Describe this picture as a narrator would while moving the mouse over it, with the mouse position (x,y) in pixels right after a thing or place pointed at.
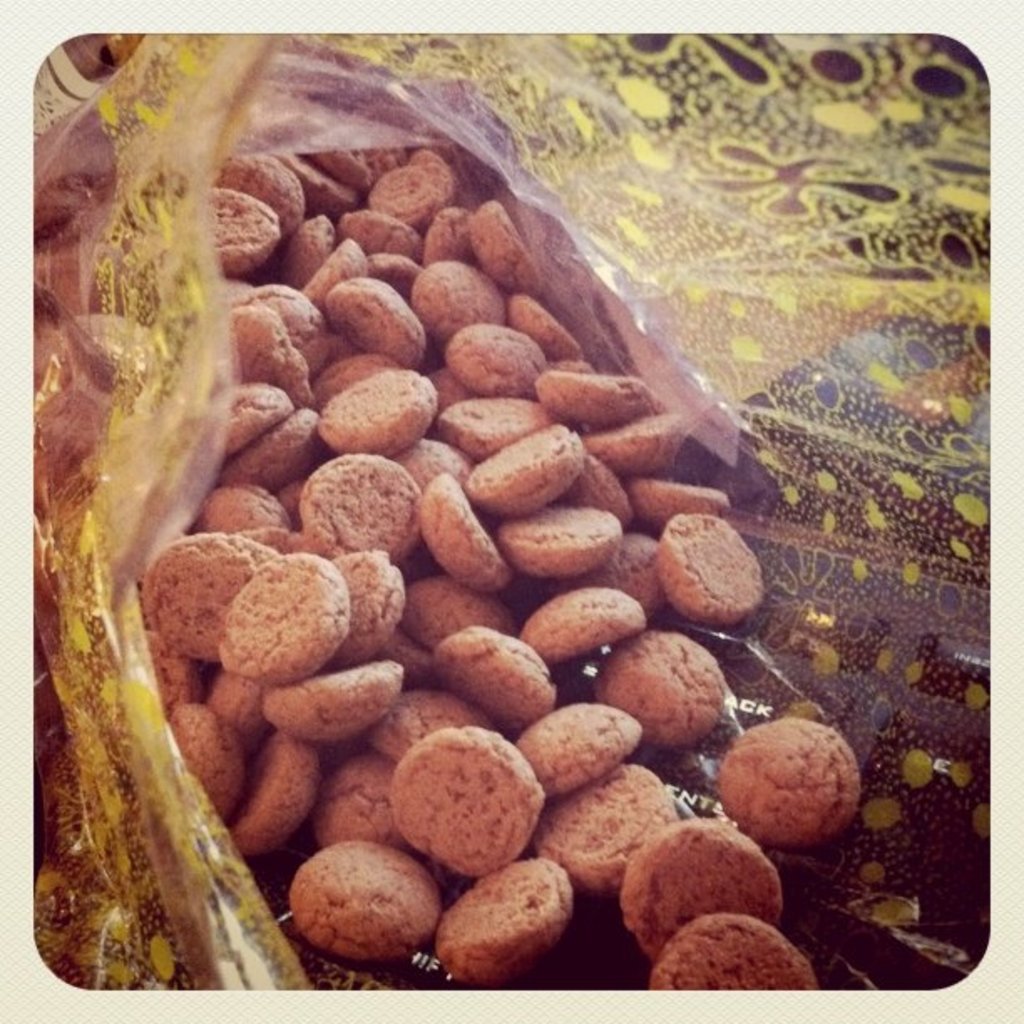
In this picture we can see food (450,587) in a circular shape in a cover (72,431).
